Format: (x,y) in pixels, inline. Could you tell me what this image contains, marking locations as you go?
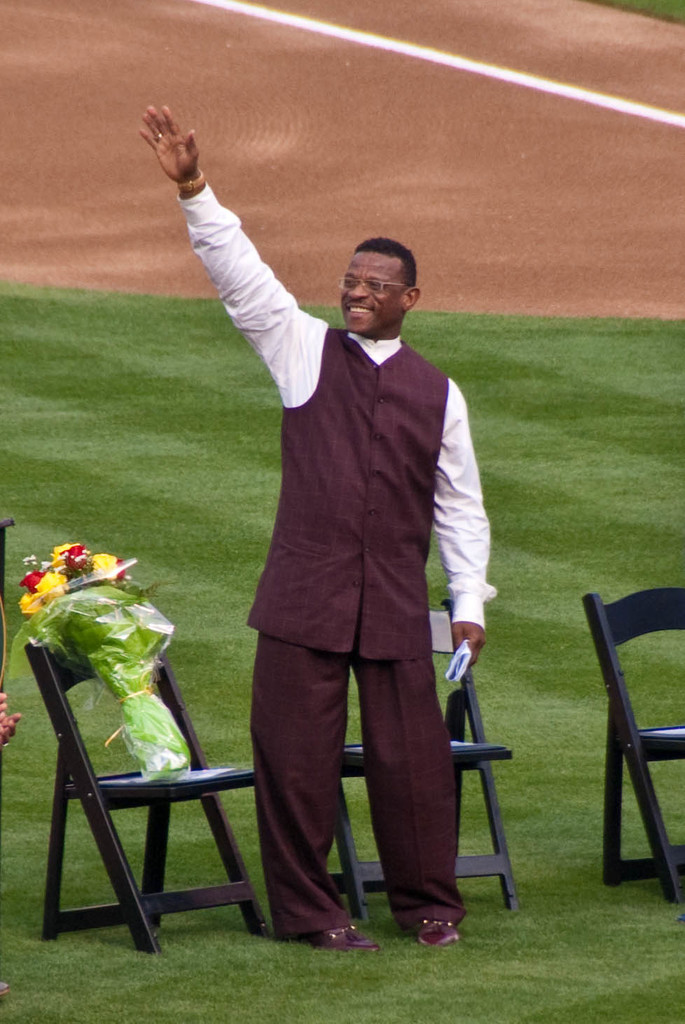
In this image we can see a person (317,594) standing on the ground (217,499), he is holding a napkin (456,681), and waving his hand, behind him, there are chairs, and a bouquet (95,615).
